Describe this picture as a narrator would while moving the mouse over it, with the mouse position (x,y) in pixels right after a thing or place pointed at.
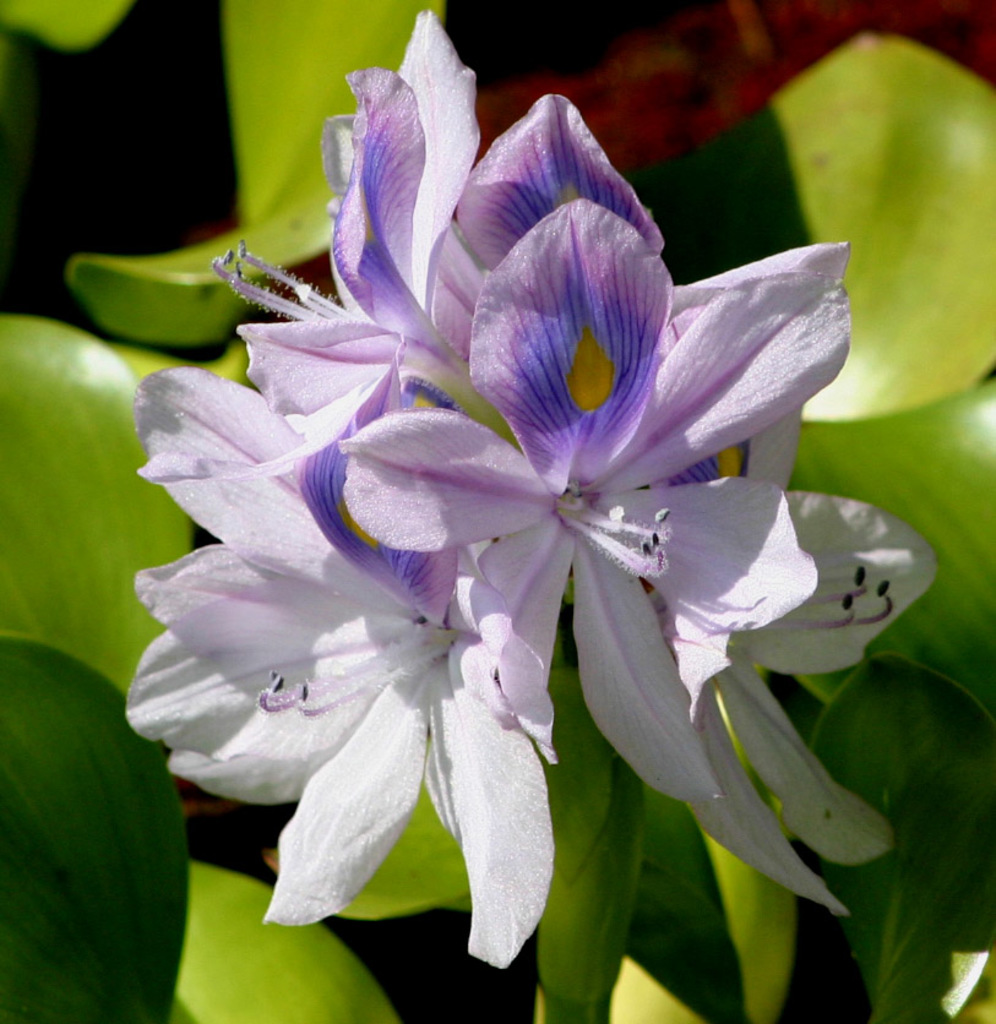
In this image I see flowers (414,312) which are of white and purple in color and I see the green leaves (81,648).
